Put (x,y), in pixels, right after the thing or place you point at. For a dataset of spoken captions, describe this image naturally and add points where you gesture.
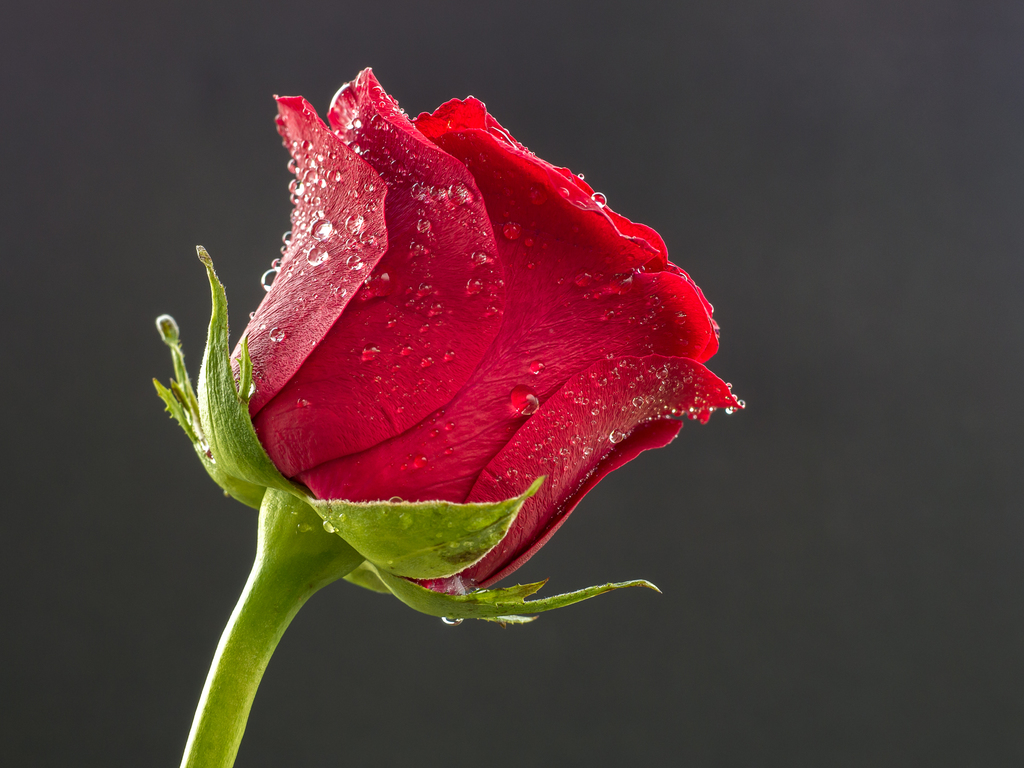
In this picture we can see a flower (240,413) with water drops (356,195) on it and in the background (938,271) we can see gray color.
